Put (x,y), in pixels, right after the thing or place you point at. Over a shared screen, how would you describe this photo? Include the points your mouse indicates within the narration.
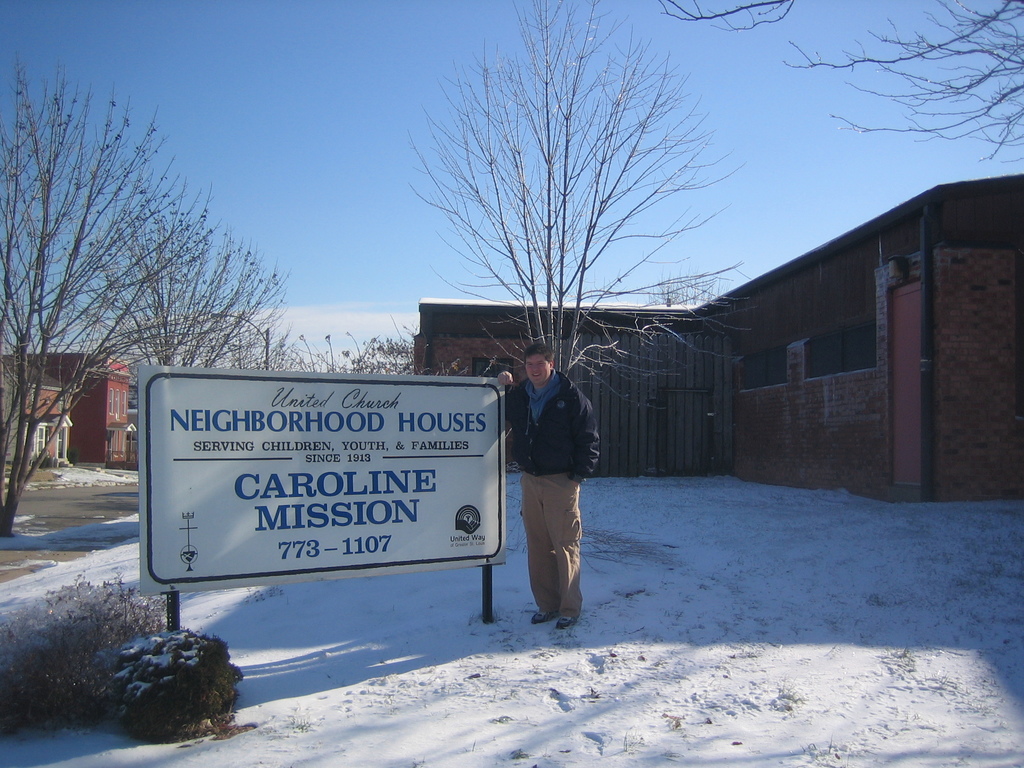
This is an outside view. In middle of the image (527,413) there is a man (542,495) standing, smiling and giving pose for the picture. Beside him there is a board (330,408) on which I can see some text (449,443). On the left side (24,654) there are some plants (65,649) and a shrub (185,703) on the ground (356,748). In the background (787,424) there are few buildings (740,414) and trees (164,362). At the top of the image (355,85) I can see the sky (381,126). At the bottom (543,700), I can see the snow (574,671) on the ground (73,514).
